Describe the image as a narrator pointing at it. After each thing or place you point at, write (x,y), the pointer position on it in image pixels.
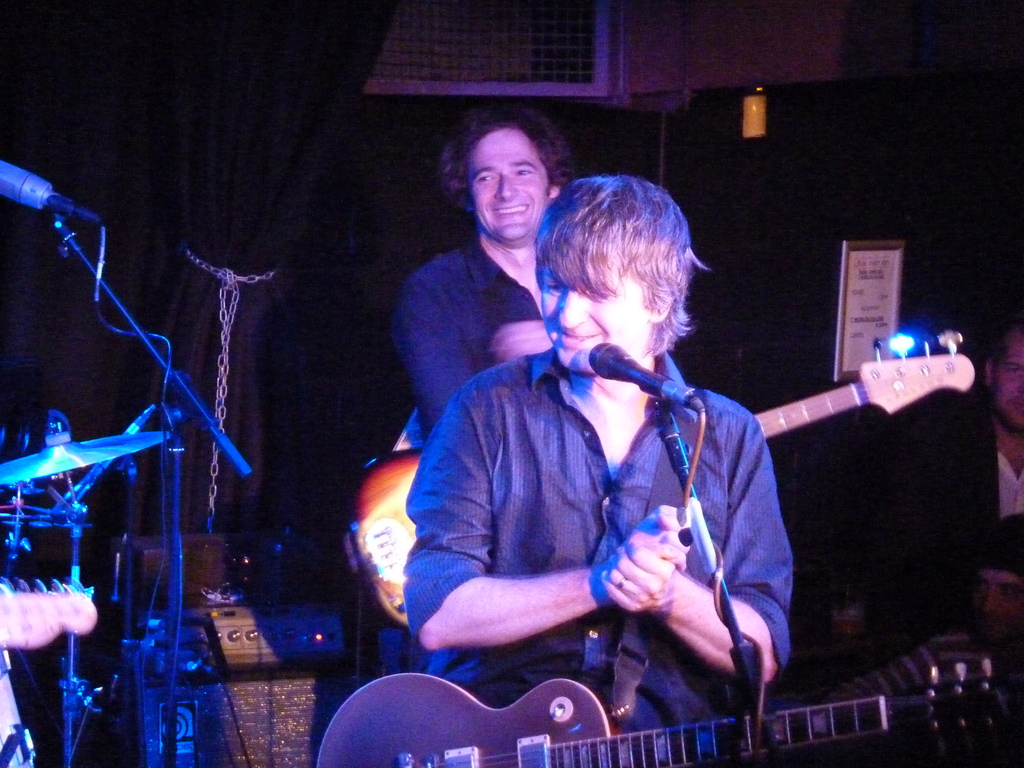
This is the picture on a stage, these people (474,562) are performing the music, the man (607,521) holding a guitar (527,748) and he is singing a song. This is a microphone (658,395) and the stand (708,563), backside of the person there is other man (474,302), the man (449,322) is also holding a guitar (389,520) and background of the persons (471,276) these are the black curtains (233,175) tied with the chains (224,284). This is a musical instruments (39,461) and there is other stand (159,360) and microphone (32,182), this are the music systems (217,625) which controls the music. There are other persons (981,526) are sitting and watching this persons (518,413).
